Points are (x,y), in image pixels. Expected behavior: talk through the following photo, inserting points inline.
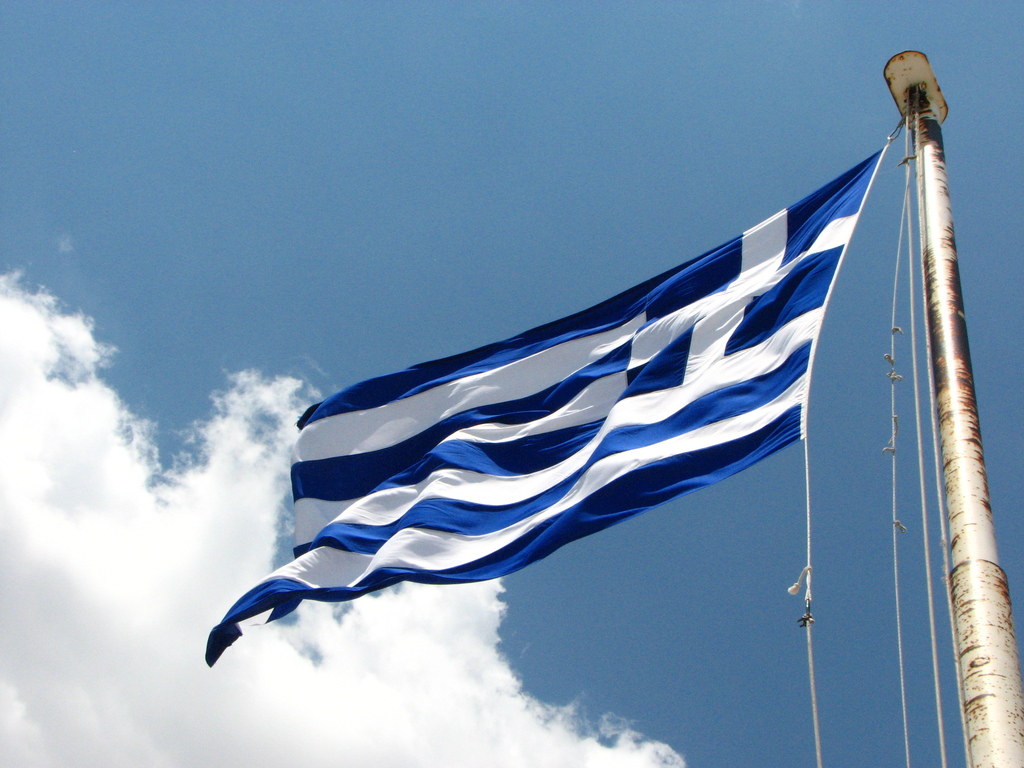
In this image I can see the flag (529,473) to the pole (948,385). The flag (663,475) is in white and blue color. In the background (98,471) there are clouds (122,578) and the blue sky (272,214).
